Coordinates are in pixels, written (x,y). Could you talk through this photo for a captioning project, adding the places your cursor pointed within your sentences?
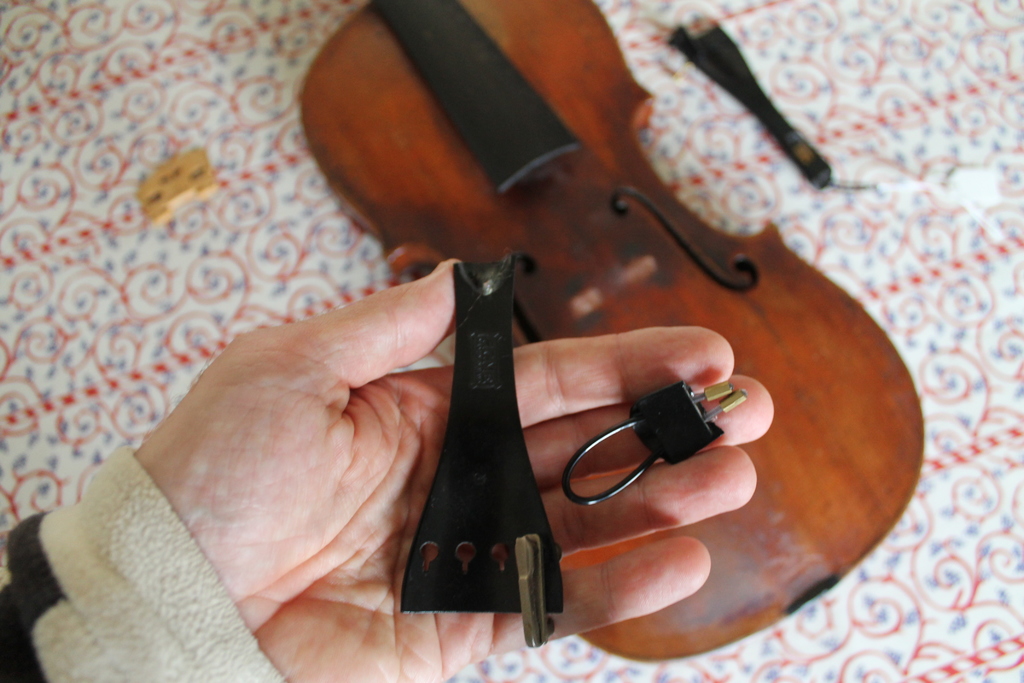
In this image on the left bottom corner (271,555) a hand (269,599) is visible. On the hand (339,436) there are something. I think these are parts of violin (521,465). In the middle (551,246) there is a violin (807,405). On the both side of it there are parts (144,194) of it. This is the carpet (130,228).
